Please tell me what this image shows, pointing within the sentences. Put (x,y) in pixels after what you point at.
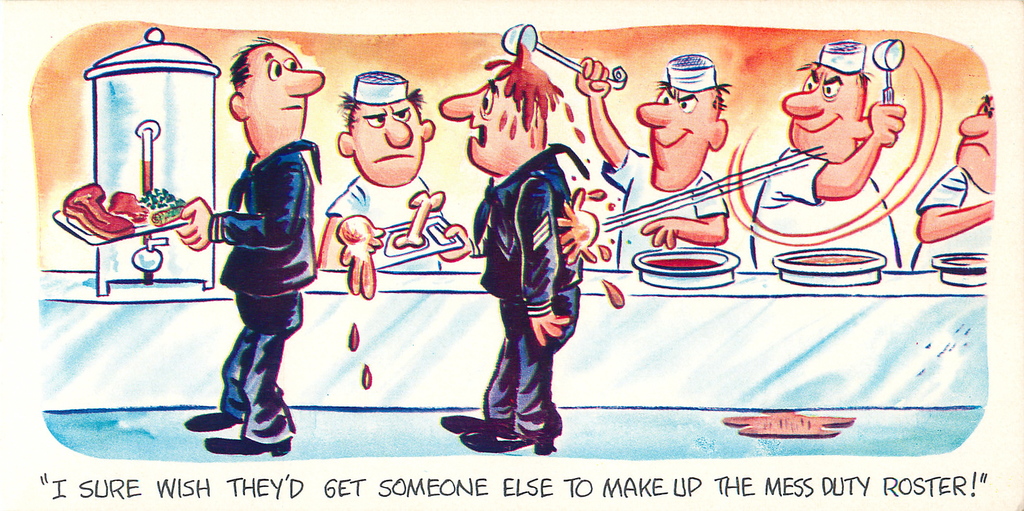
In this image, there is a picture (493,330), on that picture (94,497) there are some people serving the food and there is "I SURE WISH THEY'D GET SOMEONE ELSE TO MAKE UP THE MESS DUTY ROSTER" is written.
